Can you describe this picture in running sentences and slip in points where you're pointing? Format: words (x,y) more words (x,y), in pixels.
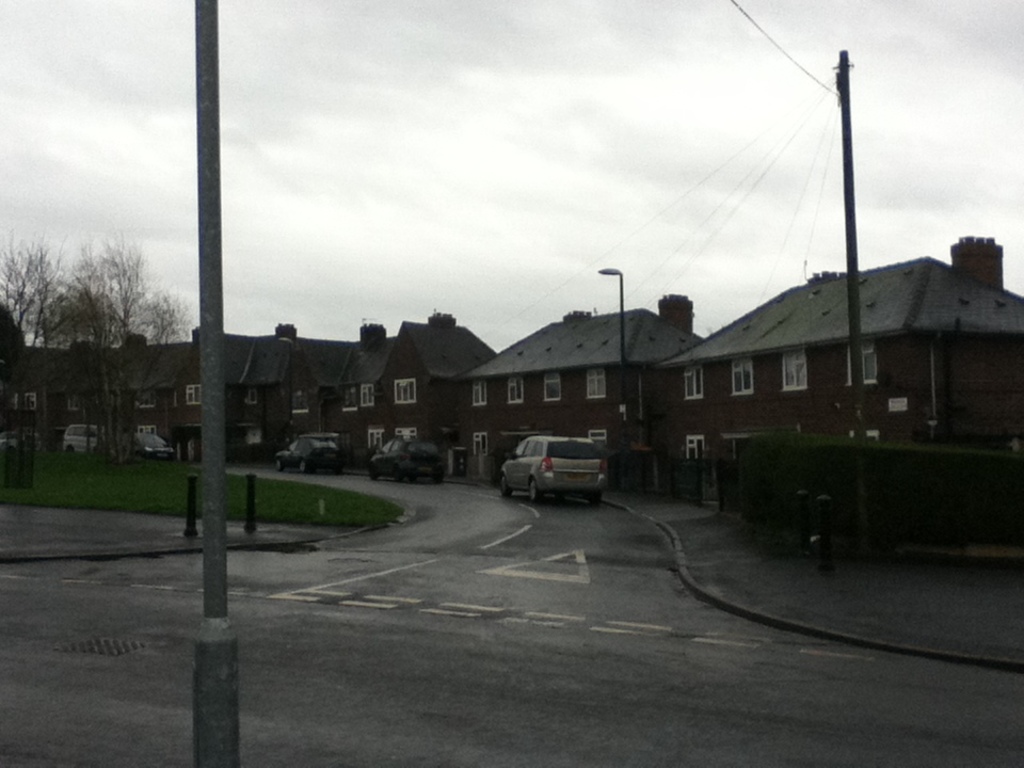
In the image there are many houses (367,371) and there are few cars (519,464) in front of the houses (365,437) and on the left side (293,498) there is a small garden (109,457) with many dry trees (102,367) and there are also some street lights (209,531) around the road (295,581) in front of those houses (79,403).
